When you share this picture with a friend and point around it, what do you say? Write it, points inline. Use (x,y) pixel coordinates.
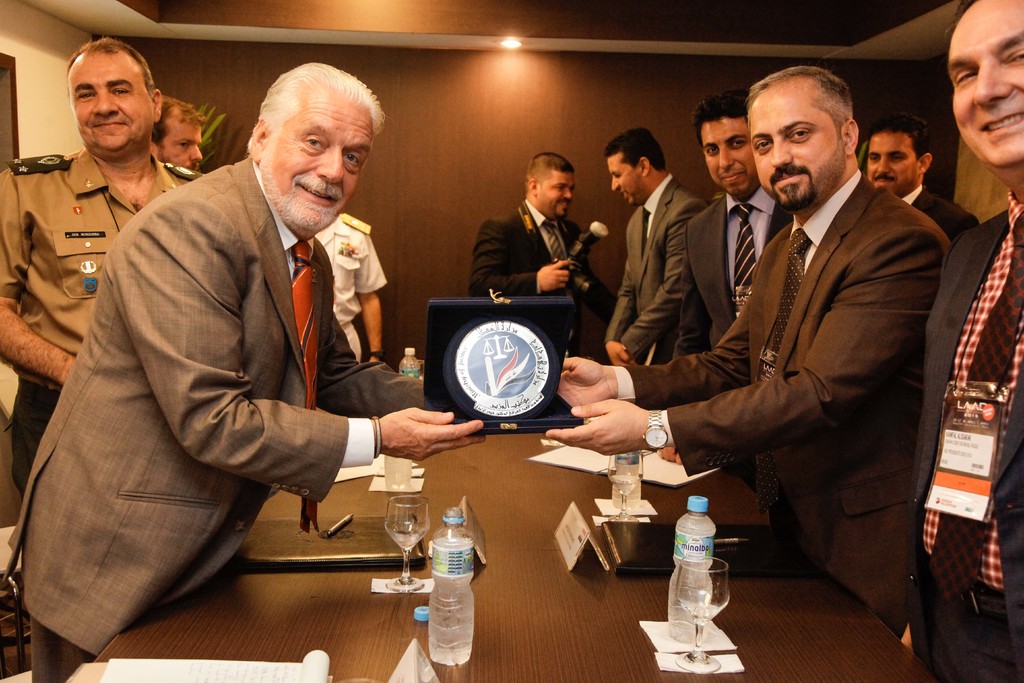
There are few people (329,461) standing on the floor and a person (246,386) is giving shield (547,350) to the other person (868,366). On the table (478,590) we can see glasses (404,576) and water bottles (448,600).
